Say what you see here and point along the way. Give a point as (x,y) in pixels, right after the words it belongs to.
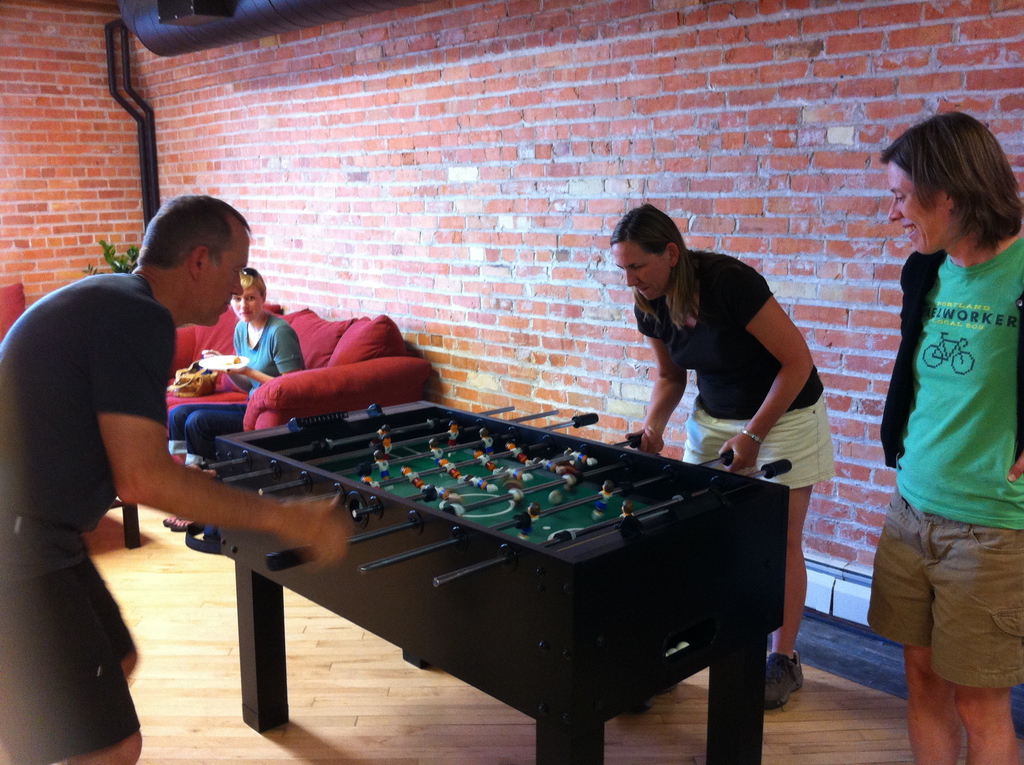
In this image the woman (276,351) is sitting on the couch (327,361). There are pillows (349,334). There are two person (143,446) playing a game and one woman (923,497) is standing.
